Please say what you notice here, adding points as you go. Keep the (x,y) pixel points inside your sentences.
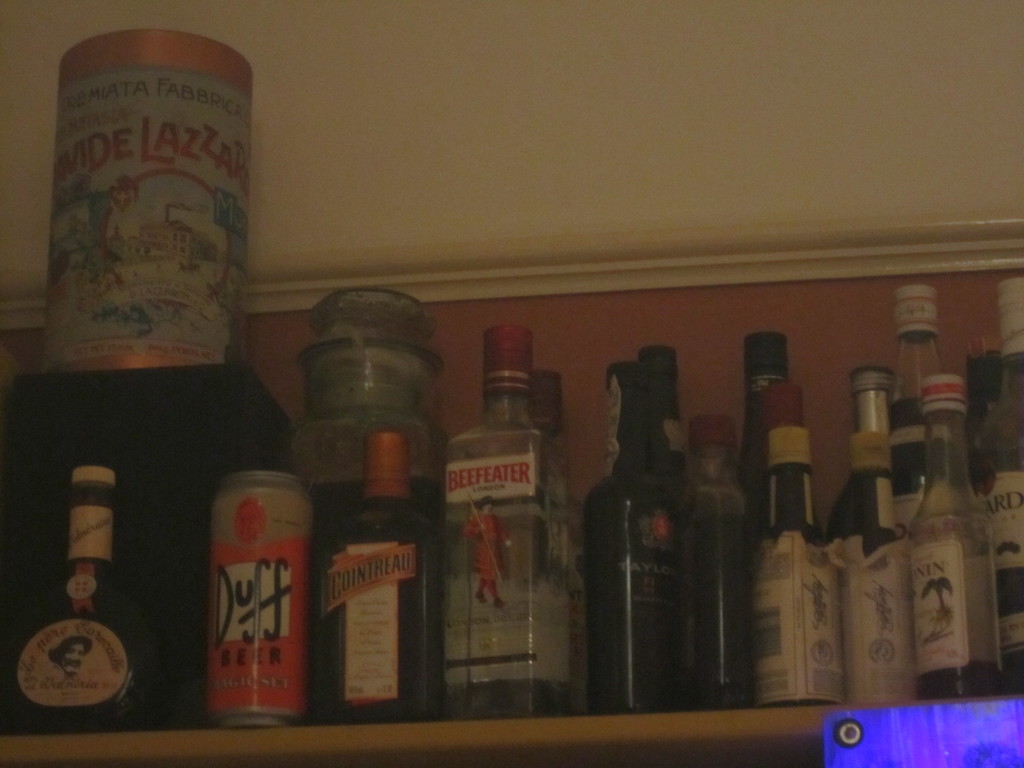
In this image I can see number of bottles (963,684) and a can (234,592).
